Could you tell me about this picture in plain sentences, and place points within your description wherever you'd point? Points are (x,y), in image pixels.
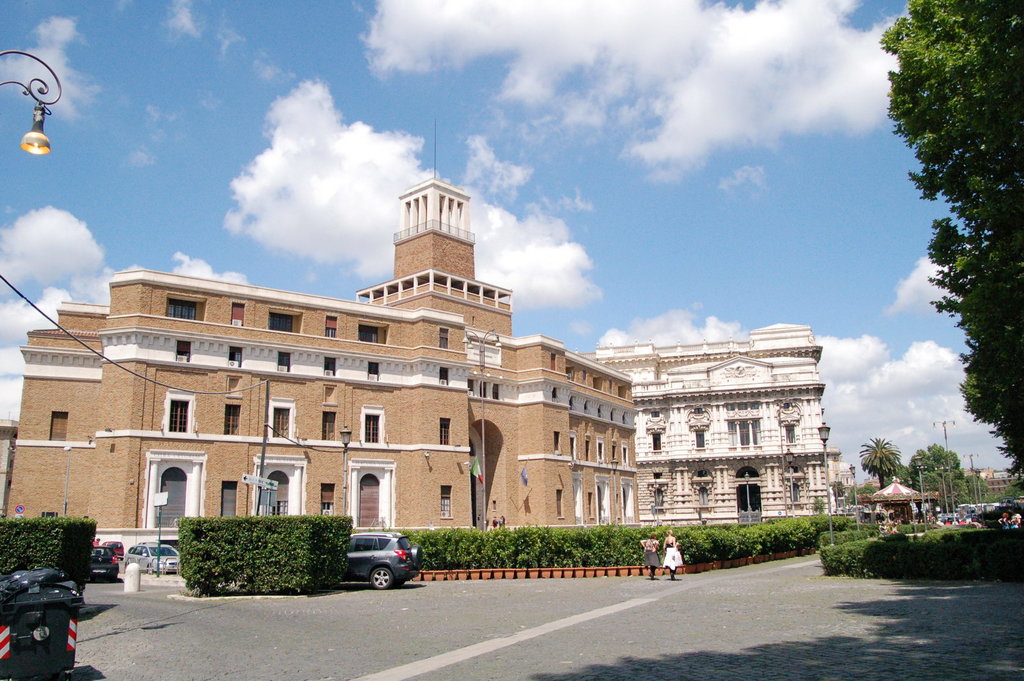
In the foreground of this picture (602,608), there is a road (437,627). In the background (919,552), we can see plants (938,566), trees (1022,433), buildings (645,487), poles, vehicle (387,546) on the road (452,638), person's (646,548) moving on the road (466,643), sky (711,263) and the cloud (563,69).
